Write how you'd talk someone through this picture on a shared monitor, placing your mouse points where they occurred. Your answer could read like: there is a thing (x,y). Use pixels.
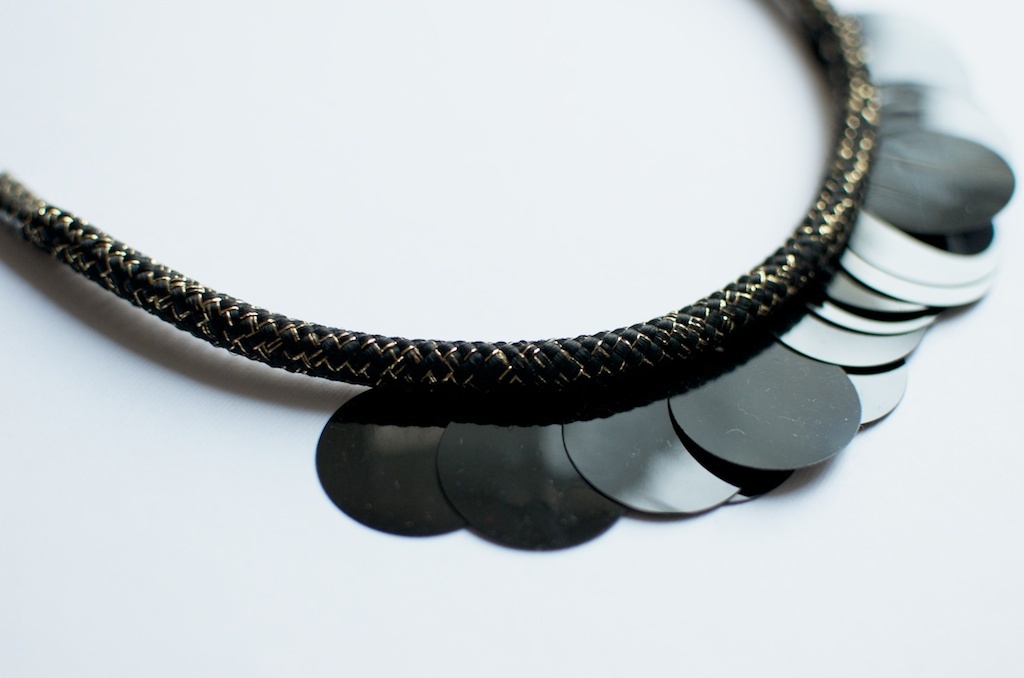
In this image, we can see a black color chain (673,345) and few metal coins (770,375). In the background (111,490), we can see white color.
